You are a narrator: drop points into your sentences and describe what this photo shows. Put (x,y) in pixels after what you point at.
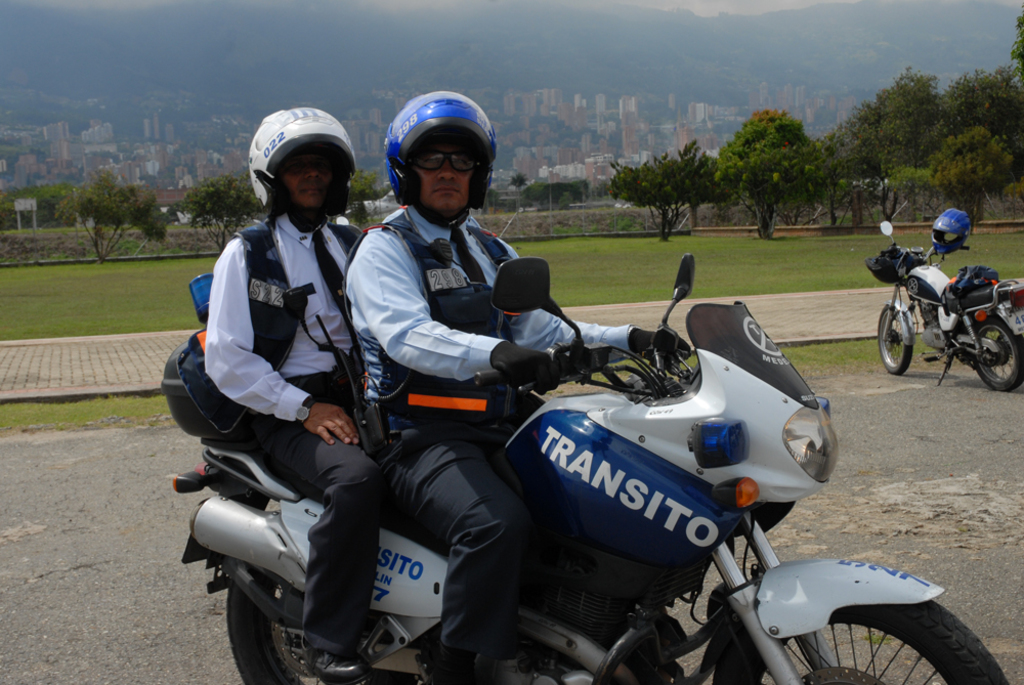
In this picture we can see two people (445,400) wore helmets (273,135), goggles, jackets (490,325) and sitting on a motorbike (769,443) and beside them we can see a motorbike (929,267) with a helmet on the road (945,396), grass (858,284), trees (907,213), buildings (371,158) and in the background (626,36) we can see mountains (877,27).
